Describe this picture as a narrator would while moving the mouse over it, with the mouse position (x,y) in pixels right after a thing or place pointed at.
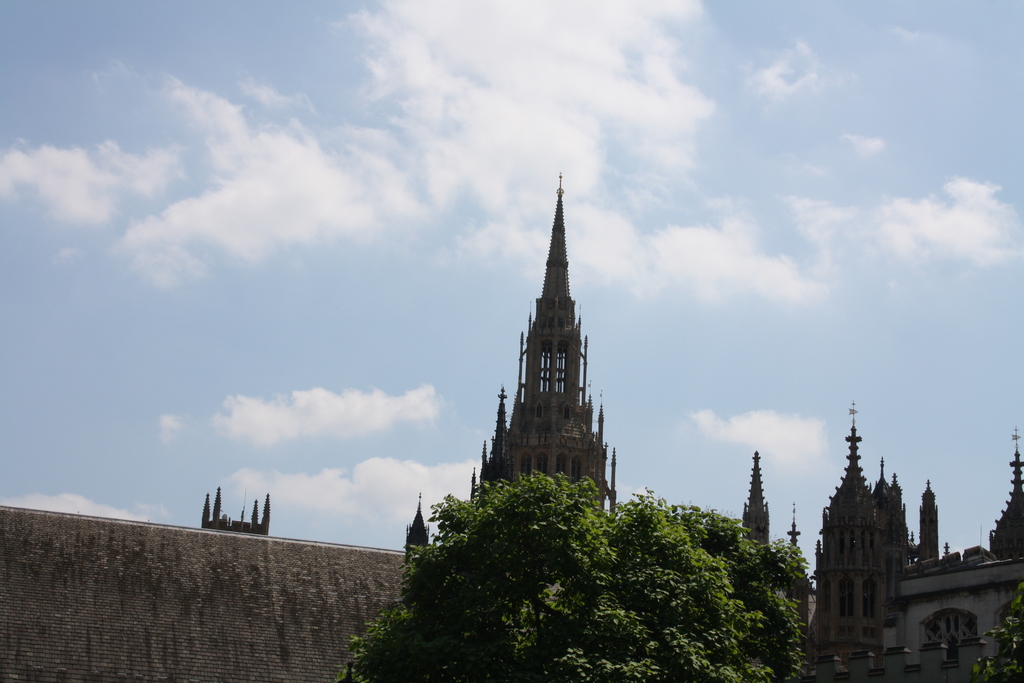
In this image we can see sky (386,239) with clouds (524,68), buildings (581,459) and trees (559,561).
